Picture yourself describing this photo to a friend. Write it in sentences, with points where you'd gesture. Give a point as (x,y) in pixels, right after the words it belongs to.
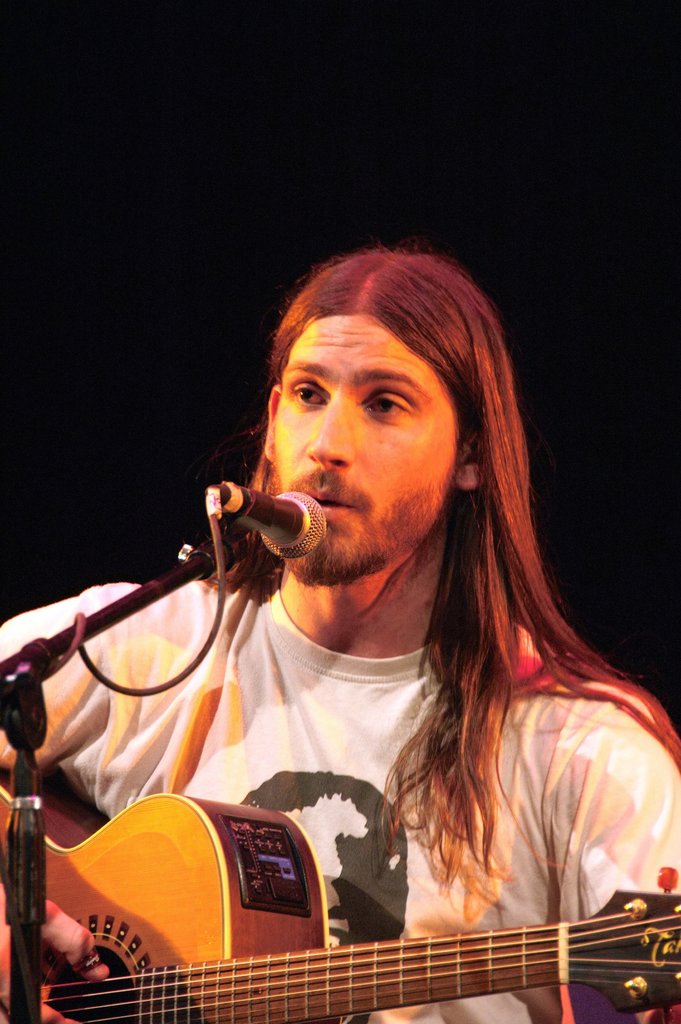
He is a man (478,923) holding a guitar (442,968) in his hands (55,907) and he is singing on a microphone (276,523).
